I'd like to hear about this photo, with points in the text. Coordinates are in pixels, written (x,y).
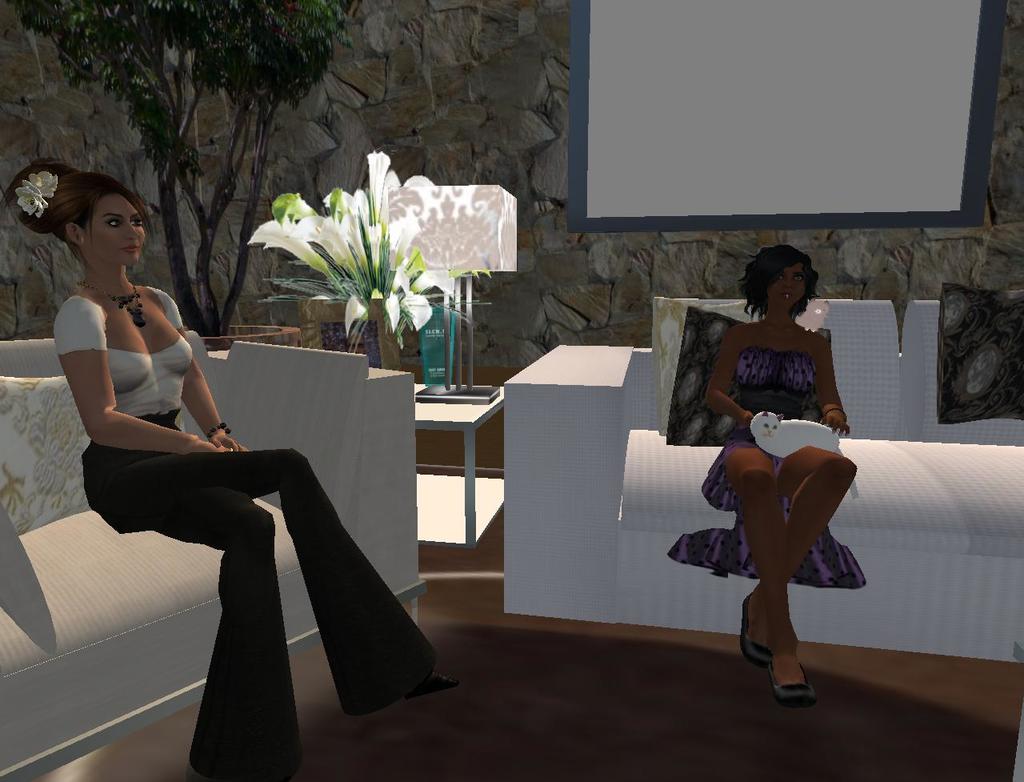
In this image we can see two persons (260,471) sitting on the couches (586,501), a person (765,407) is holding a cat (782,427), there is a lamp (456,361) and few objects (423,344) on the table (460,414), there are house plants (358,270) and a television screen (769,162) to the wall (637,300) in the background (581,212).
